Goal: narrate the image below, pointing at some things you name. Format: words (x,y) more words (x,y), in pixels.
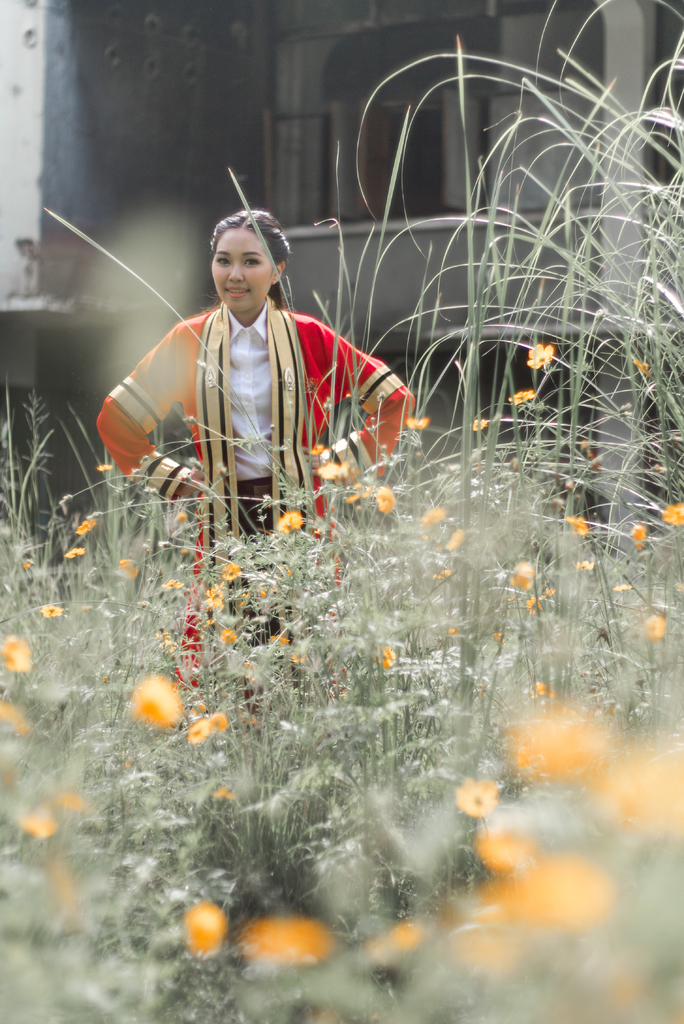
In this image I can see a woman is standing on the ground (363,797) and flowering plants (275,665). In the background (160,223) I can see a building (545,180) and door (430,190). This image is taken may be during a day.
